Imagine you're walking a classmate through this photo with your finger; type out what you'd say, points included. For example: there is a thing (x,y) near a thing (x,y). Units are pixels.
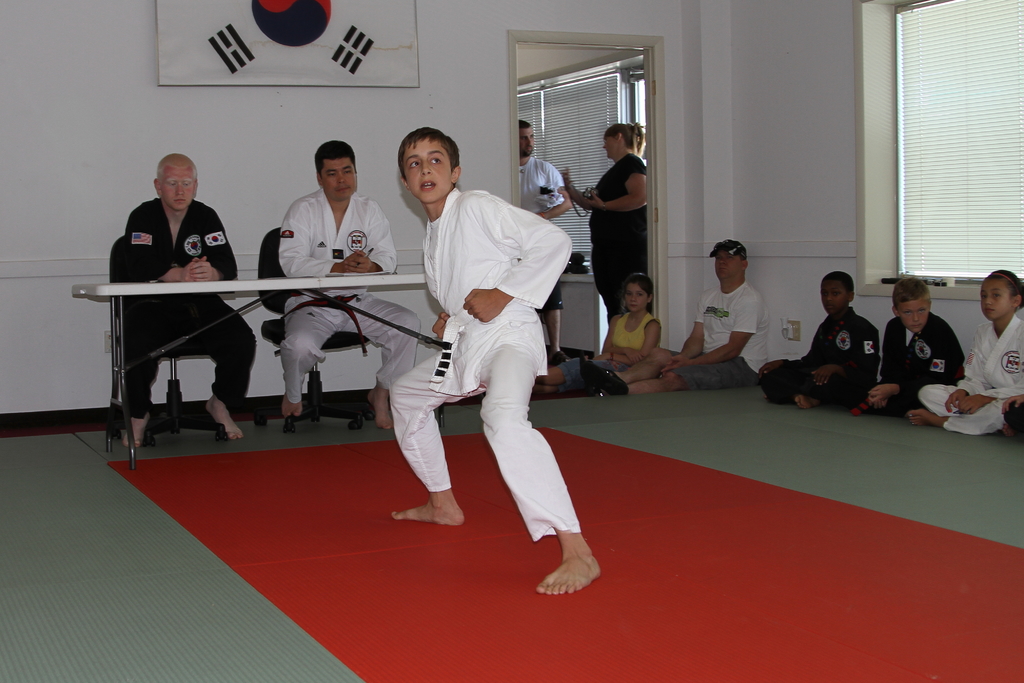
In this image, we can see a boy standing on the red carpet (657,653), we can see two men (300,314) sitting on the chairs (266,331) and there is a table (321,289), on the right side (953,419) there are some people (769,382) sitting on the carpet (991,441), we can see a door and we can see the walls (838,160), we can see a window (929,162) on the right side (887,165).
